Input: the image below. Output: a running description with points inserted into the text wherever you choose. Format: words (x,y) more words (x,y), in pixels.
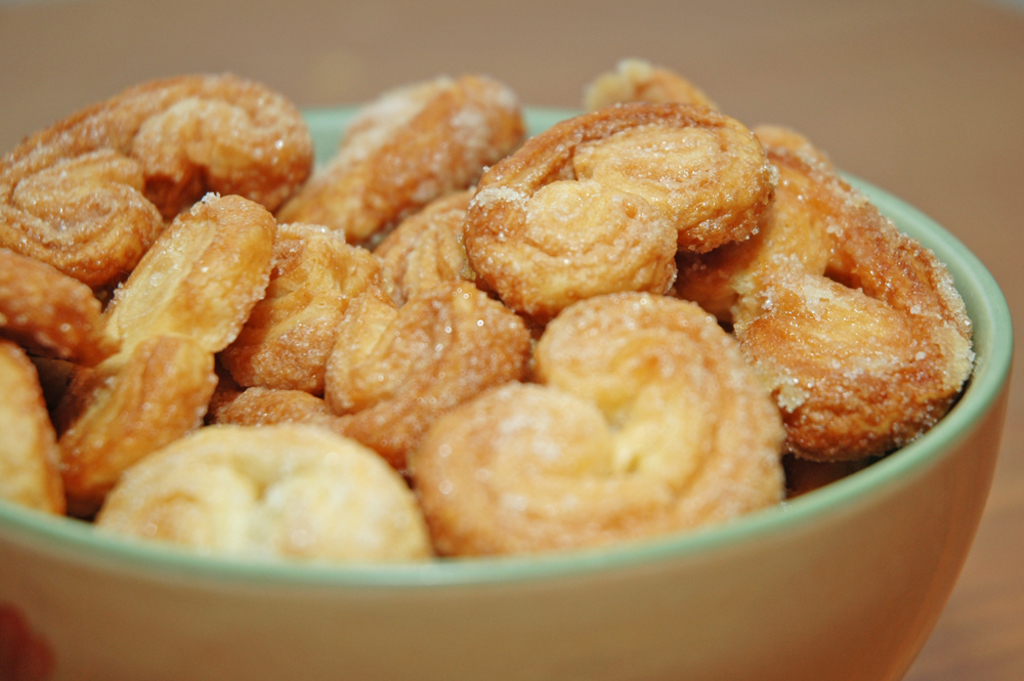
In the picture we can see a bowl (534,615) with full of cookies (135,421) in it.
